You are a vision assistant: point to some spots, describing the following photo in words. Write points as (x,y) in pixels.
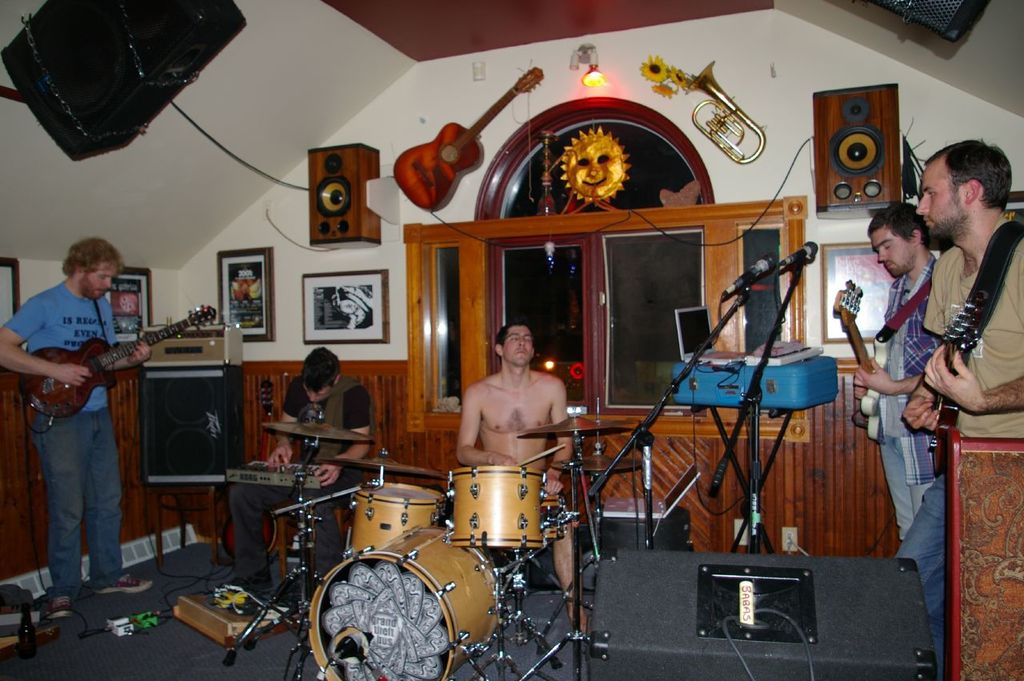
In this picture we can see three persons (903,395) are playing guitar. Here we can see two persons (237,515) are playing musical instruments (506,518). This is floor (231,575). On the background (468,70) there is a wall (400,149) and these are the frames (873,268). And this is window (528,315).
